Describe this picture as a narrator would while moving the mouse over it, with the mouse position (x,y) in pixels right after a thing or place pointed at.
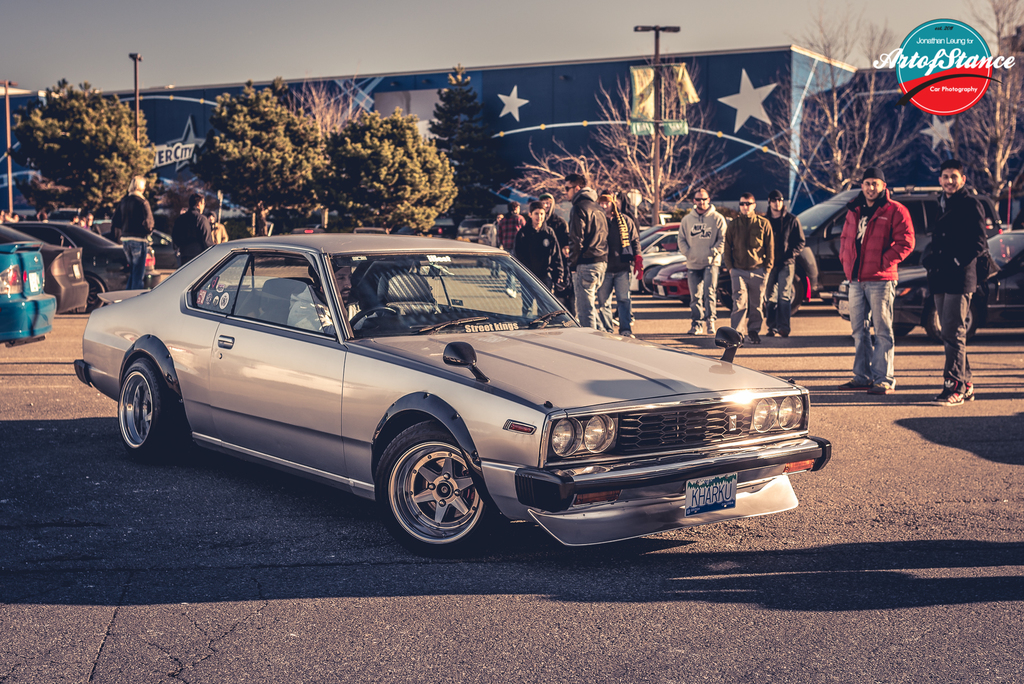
In this picture we can see a car (494,397) in the front (467,399), in the background (110,119) there are some trees (441,145) and a building (558,111), we can see some people (880,250) are standing in the middle (490,237), we can also see some cars (71,248) and poles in the background (104,262), there is the sky (404,24) at the top of the picture (387,16), at the right top of the picture (920,66) there is a logo (956,63) and some text (931,40).
